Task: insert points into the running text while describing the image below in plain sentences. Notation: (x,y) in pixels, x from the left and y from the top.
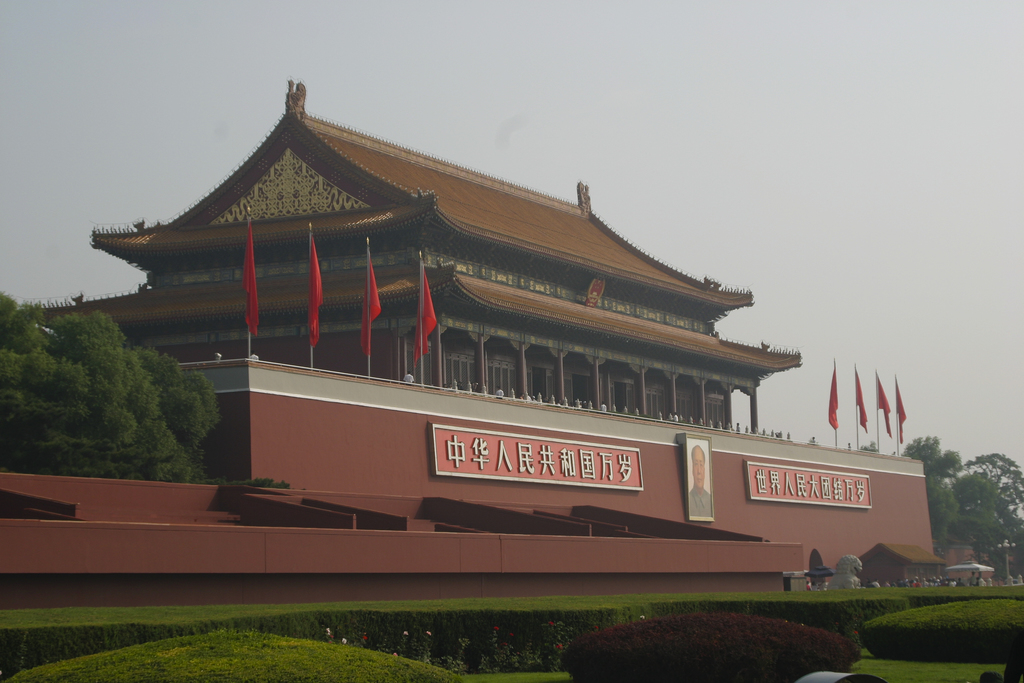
In-front of this building (441,272) there are trees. Here we can see plants (727,624). Picture (696,483) and boards (829,483) are on the wall (356,449).
